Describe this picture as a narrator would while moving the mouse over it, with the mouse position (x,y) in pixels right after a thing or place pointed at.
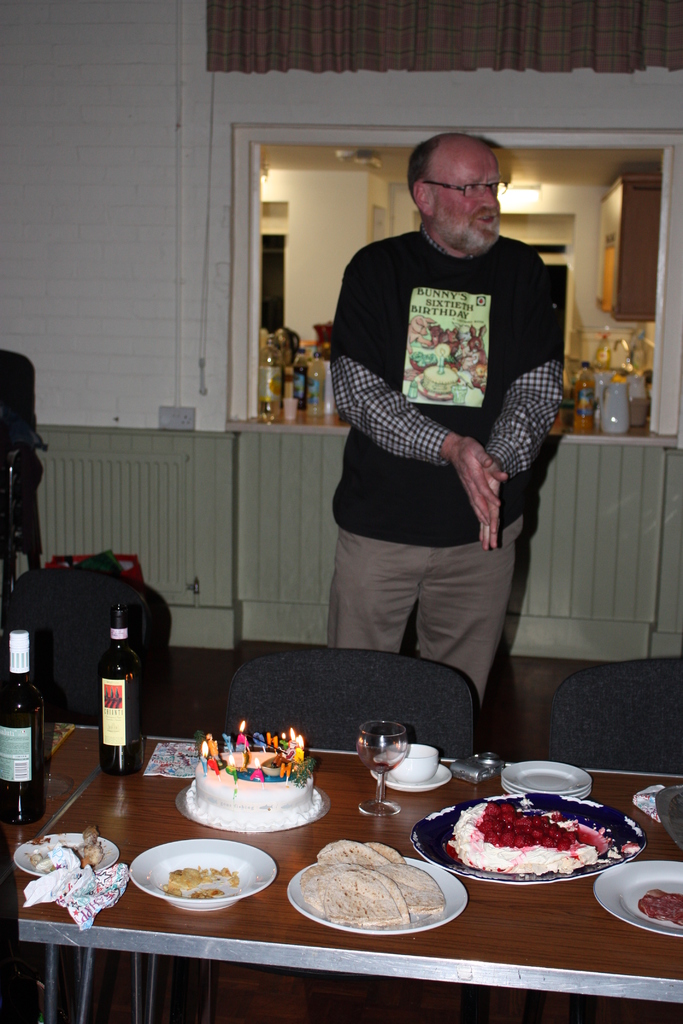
In the image there is a man (487,374) stood and rubbing hands (493,468), this seems to be in dining room (573,588). The front table (343,835) has cake (244,800), wine bottles (109,720), glasses (373,768) and food (550,863) on it.
